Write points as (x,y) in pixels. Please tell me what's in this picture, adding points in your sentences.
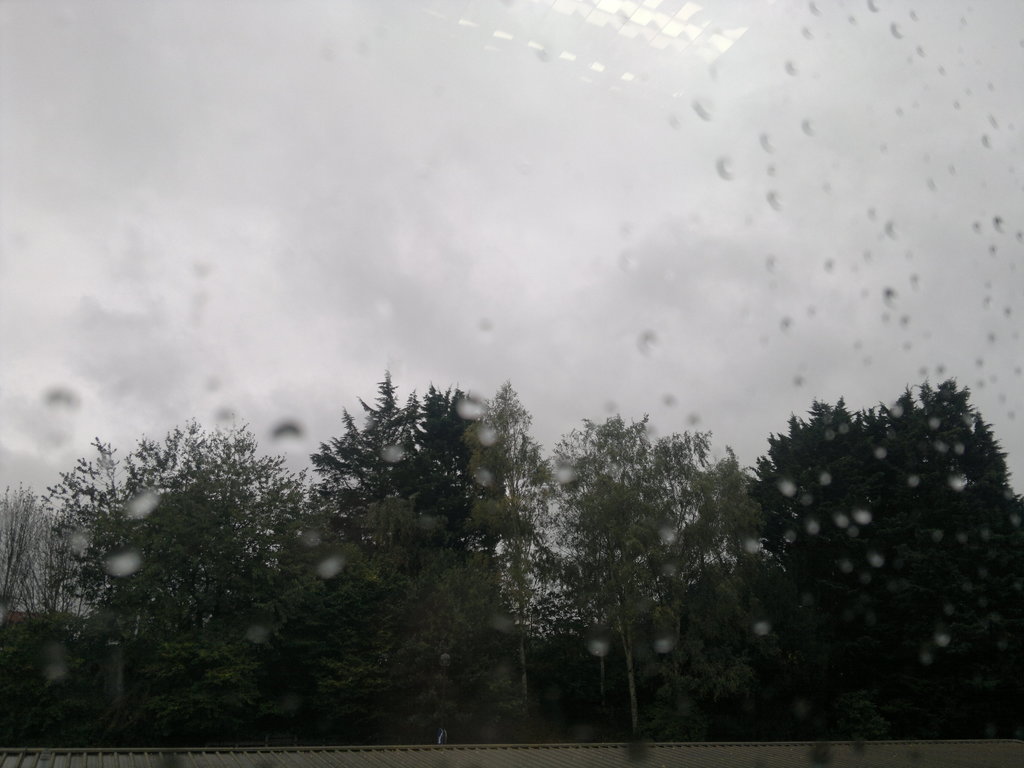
In the image we can see there are many trees (471,635) and a cloudy sky (787,295).
